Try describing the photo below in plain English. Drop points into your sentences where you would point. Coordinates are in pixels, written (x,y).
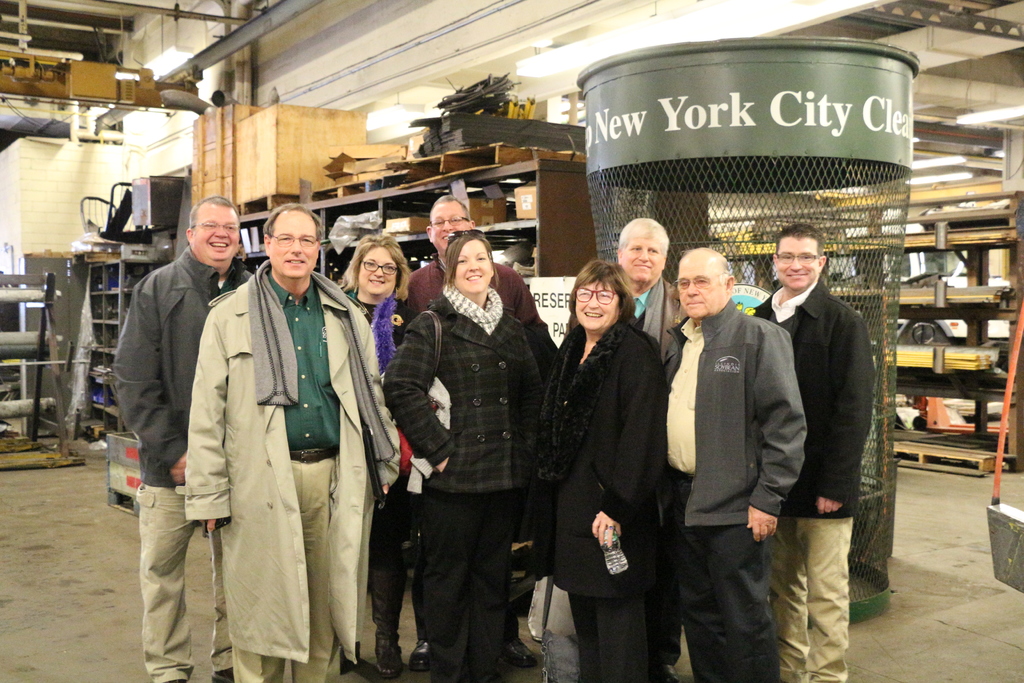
In this image we can see these people (424,298) wearing jackets (496,328) and smiling are standing on the floor (916,601). In the background (291,201), we can see wooden cupboards (982,256) in which few things (284,137) are kept, pipes (265,27) and the wall (54,152) and ceiling (946,111) with the lights (952,175).
